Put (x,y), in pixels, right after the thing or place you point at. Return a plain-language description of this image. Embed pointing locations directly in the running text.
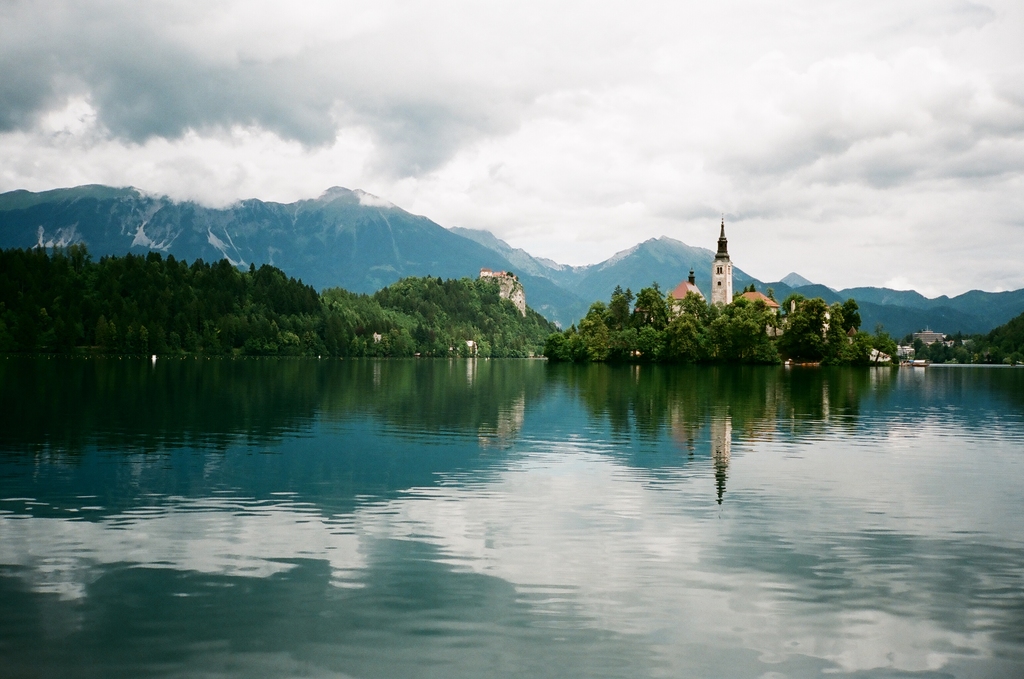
This is an outside view. At the bottom of the image (511,551) I can see the water (198,459). In the background (258,309) there are many trees (581,319), buildings (731,298) and mountains (375,224). At the top of the image (509,81) I can see the sky (671,86) and clouds (560,106).
